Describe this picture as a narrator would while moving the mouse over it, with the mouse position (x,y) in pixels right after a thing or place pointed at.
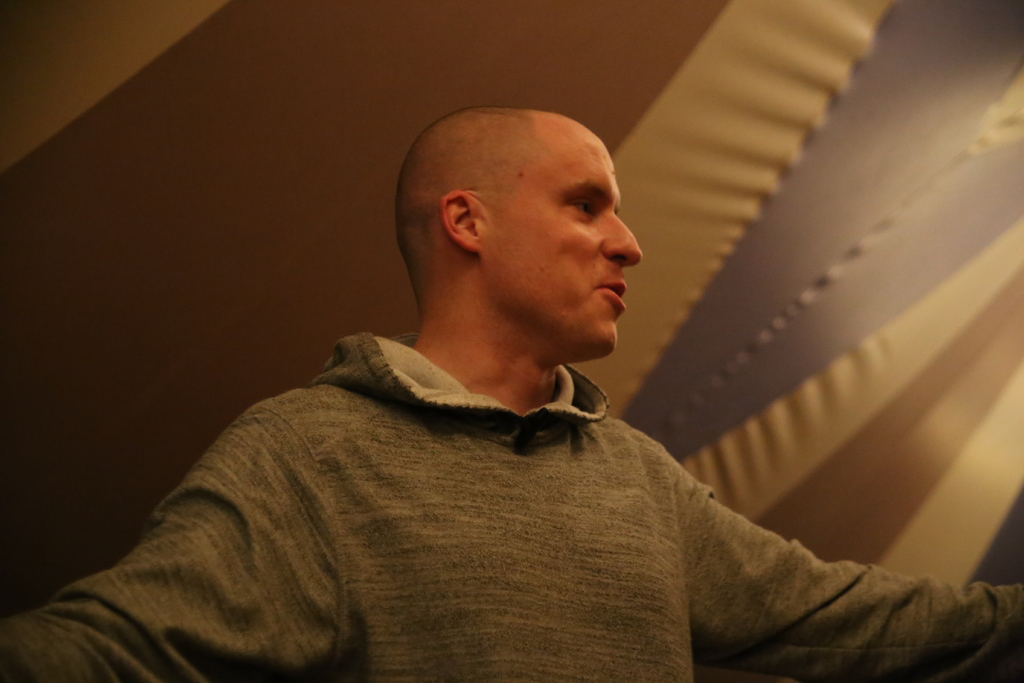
In this image we can see there is a man (519,478) standing in room (724,346).
